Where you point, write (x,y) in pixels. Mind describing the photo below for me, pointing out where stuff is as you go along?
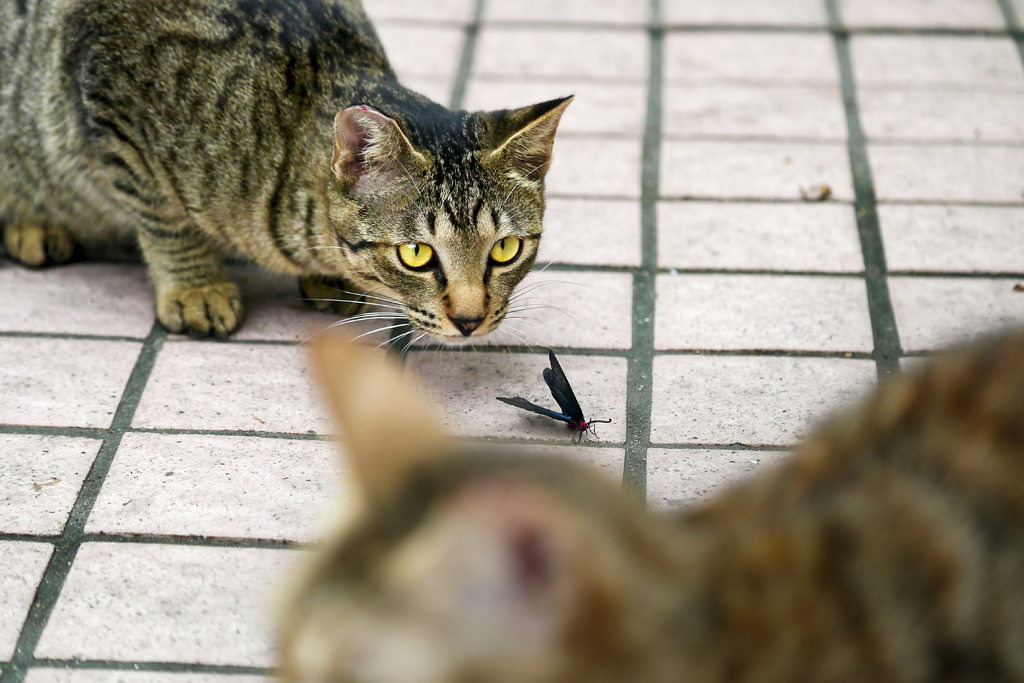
In this image there are two cats (673,613), in the middle (577,429) there is an insect (565,420).
